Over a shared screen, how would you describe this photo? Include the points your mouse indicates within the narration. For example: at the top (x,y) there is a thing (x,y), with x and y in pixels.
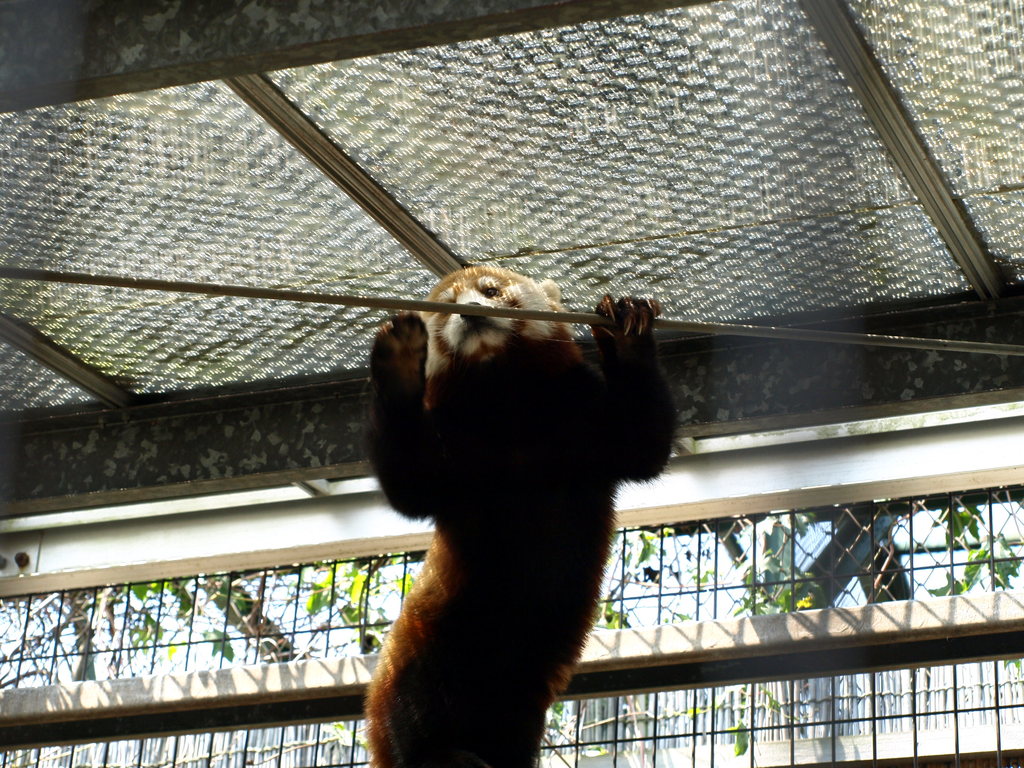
As we can see in the image there is a red panda (497,537) and fence (342,626).
